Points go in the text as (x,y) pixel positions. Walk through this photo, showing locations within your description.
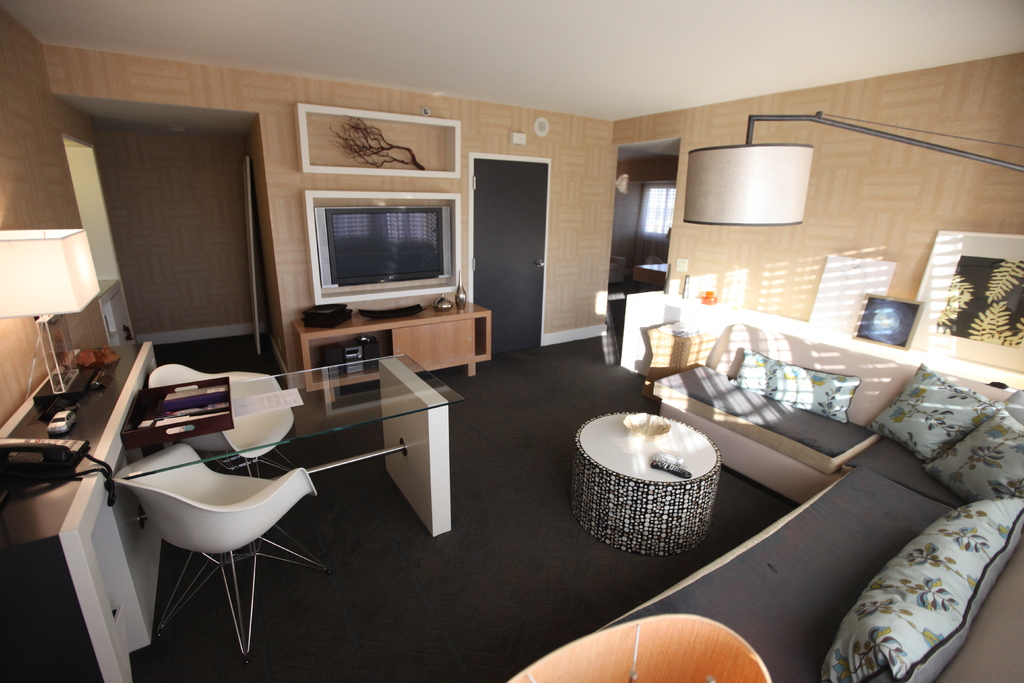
In this image I can see a couch (779,445) and the table (654,447). To the left (71,308) there is a lamp (77,246) and some objects (66,443) on the table (103,406). In the back (376,192) there is a television (419,253) and the frames (950,253) attached to the wall (272,200).
